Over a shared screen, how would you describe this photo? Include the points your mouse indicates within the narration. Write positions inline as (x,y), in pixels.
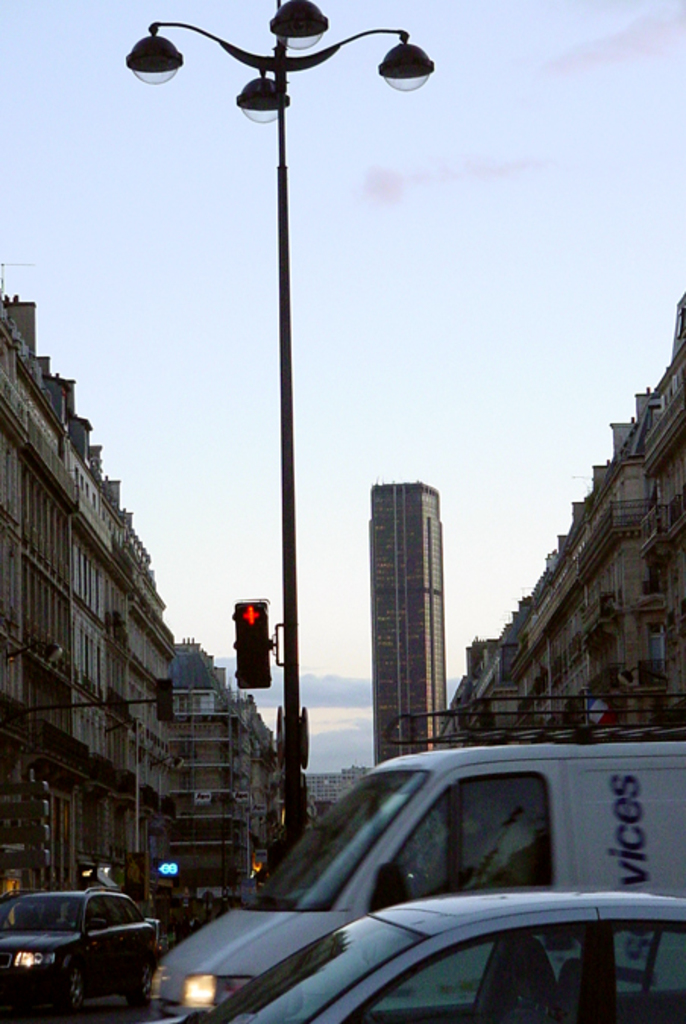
At the bottom (377,968) we can see vehicles (378,975). In the background (278,815) there are buildings (211,685), light poles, traffic signal poles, small boards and clouds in the sky (381,365).
